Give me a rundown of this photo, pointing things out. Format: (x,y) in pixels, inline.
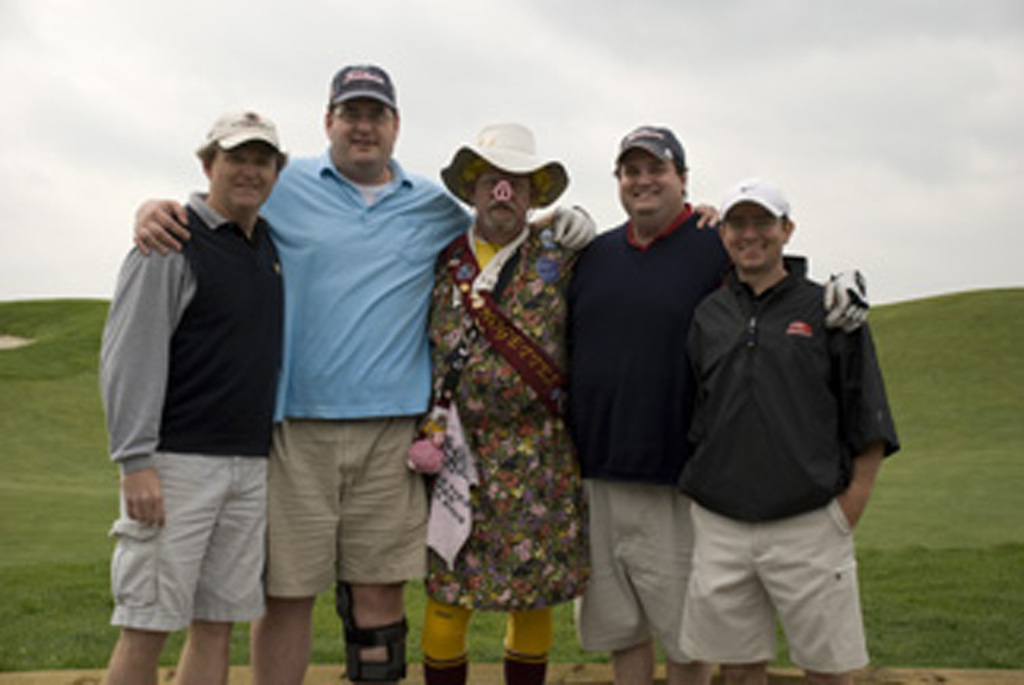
In this image there are a few people (371,345) standing with a smile on their face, behind them there is grass (56,460).
